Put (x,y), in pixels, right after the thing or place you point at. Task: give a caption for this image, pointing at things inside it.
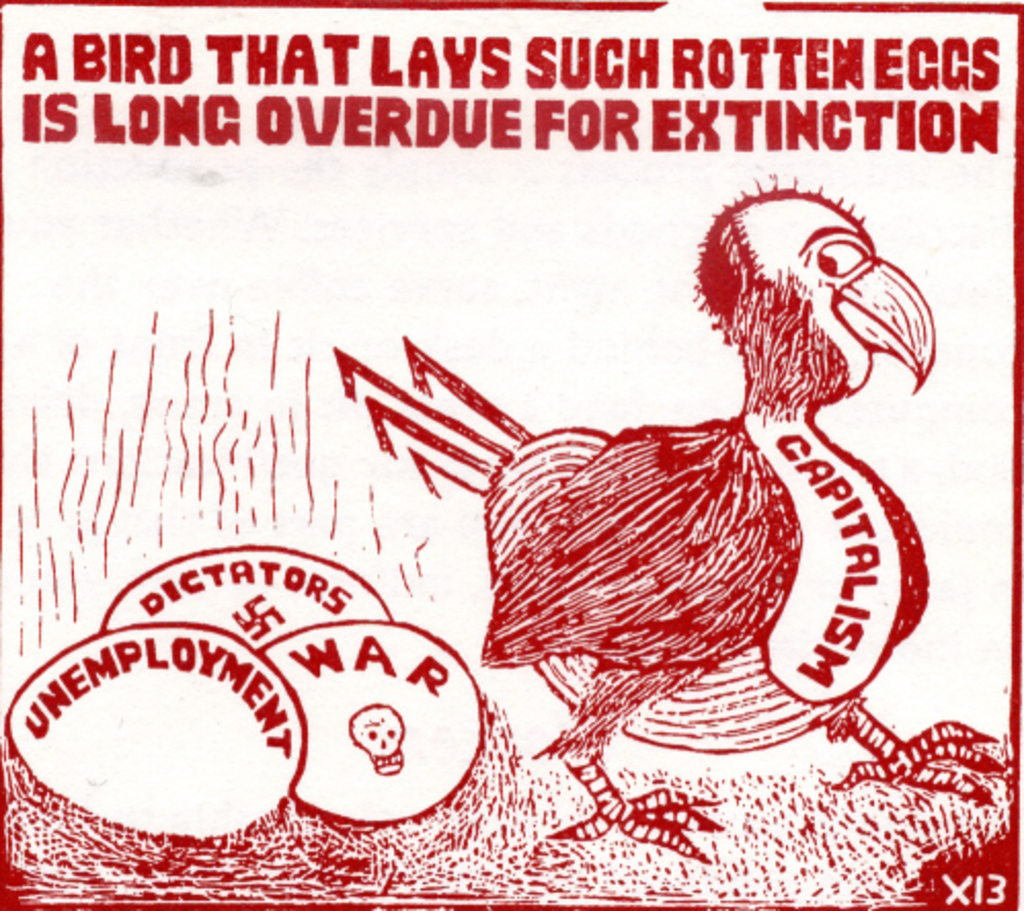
In the picture I can see a white poster (324,504) on which I can see some images (162,838) and some text (77,676) which is in red color.
